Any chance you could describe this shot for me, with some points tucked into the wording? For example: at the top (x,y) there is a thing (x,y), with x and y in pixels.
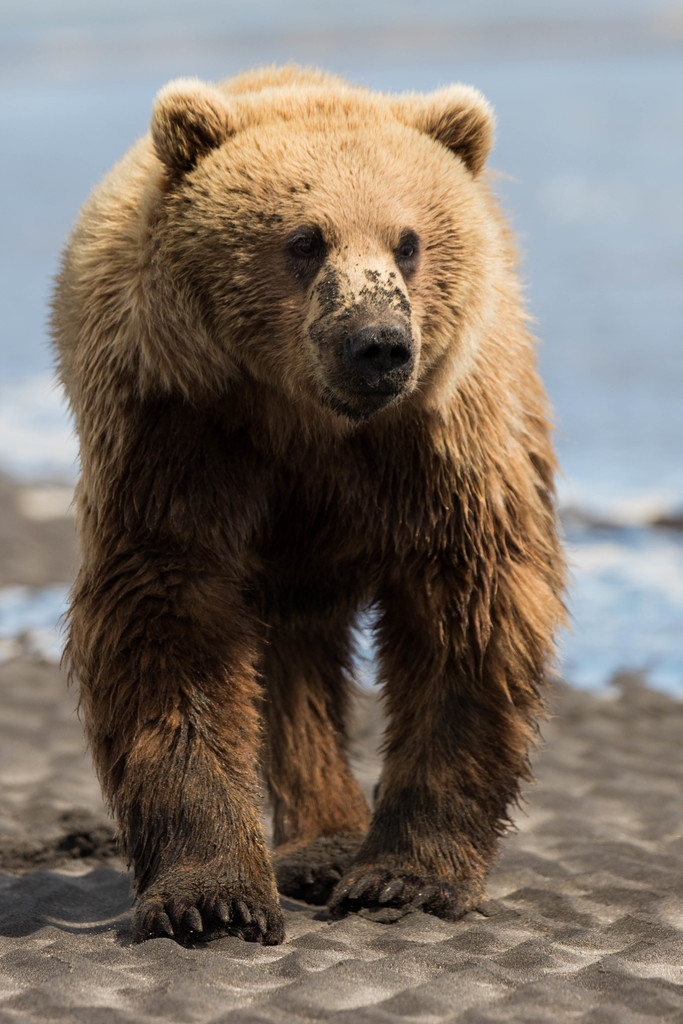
In this picture we can see bear (180,714) on the sand (367,990). In the background of the image (631,511) it is blurry.
